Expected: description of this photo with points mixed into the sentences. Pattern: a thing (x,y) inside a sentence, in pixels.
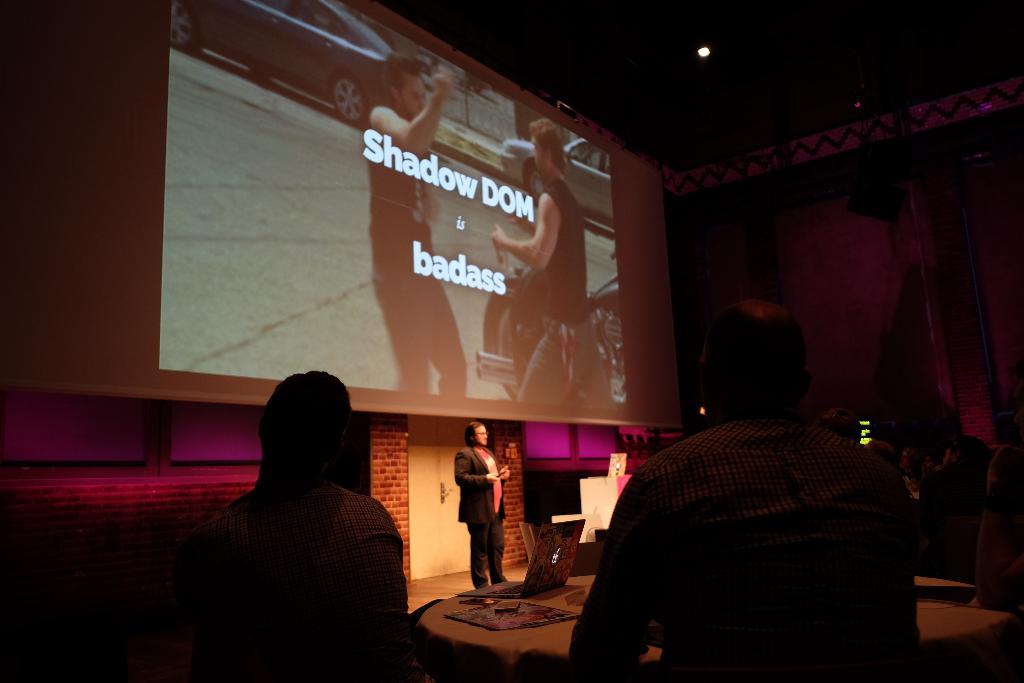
In this picture there is a man (484,503) who is wearing suit (488,482), trouser (482,529), shoe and spectacle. He is standing near the projector screen (485,353). In that screen (474,240) i can see two persons (522,248) who was standing near to the bike (616,324), beside them i can see the cars (354,86). At the bottom (694,458) there are two persons (723,511) were sitting on the chair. On the right (1019,382) there are persons (905,467) were sitting near to the wall (963,416).
